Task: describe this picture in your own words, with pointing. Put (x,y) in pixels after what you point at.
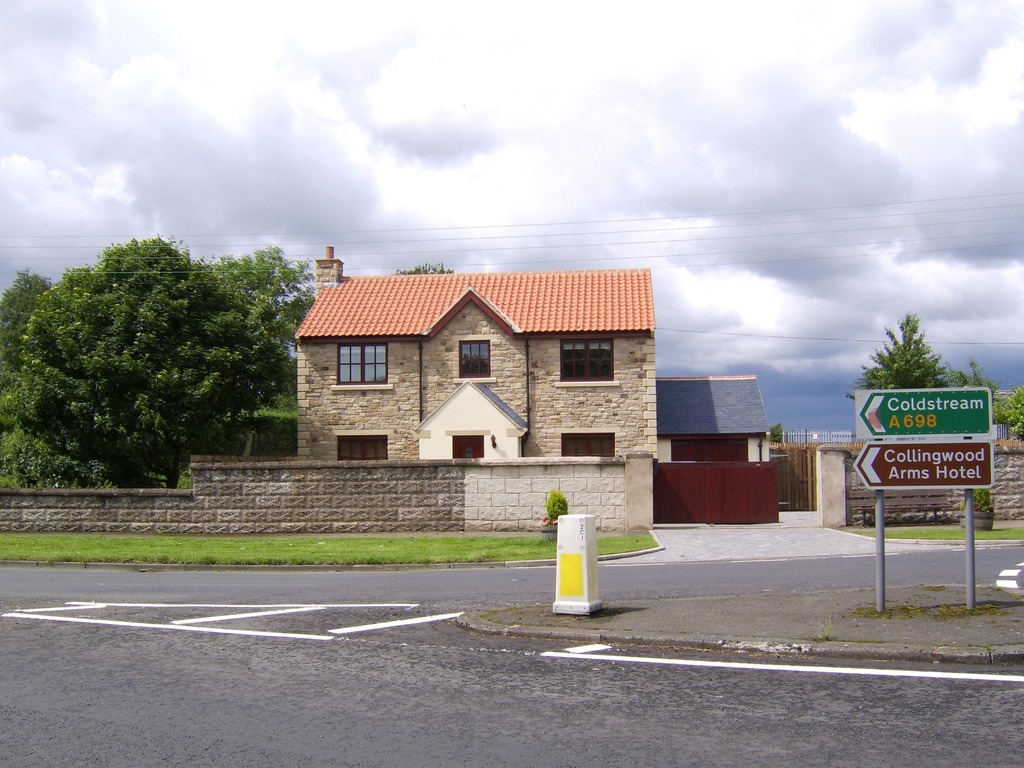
In this image, we can see a building (545,387). There are trees (199,379) on the left (172,375) and on the right side of the image (909,355). There is a board (879,470) on the right side of the image (897,474). There is a road (426,659) at the bottom of the image (491,686). There are clouds (534,168) in the sky (208,152).
